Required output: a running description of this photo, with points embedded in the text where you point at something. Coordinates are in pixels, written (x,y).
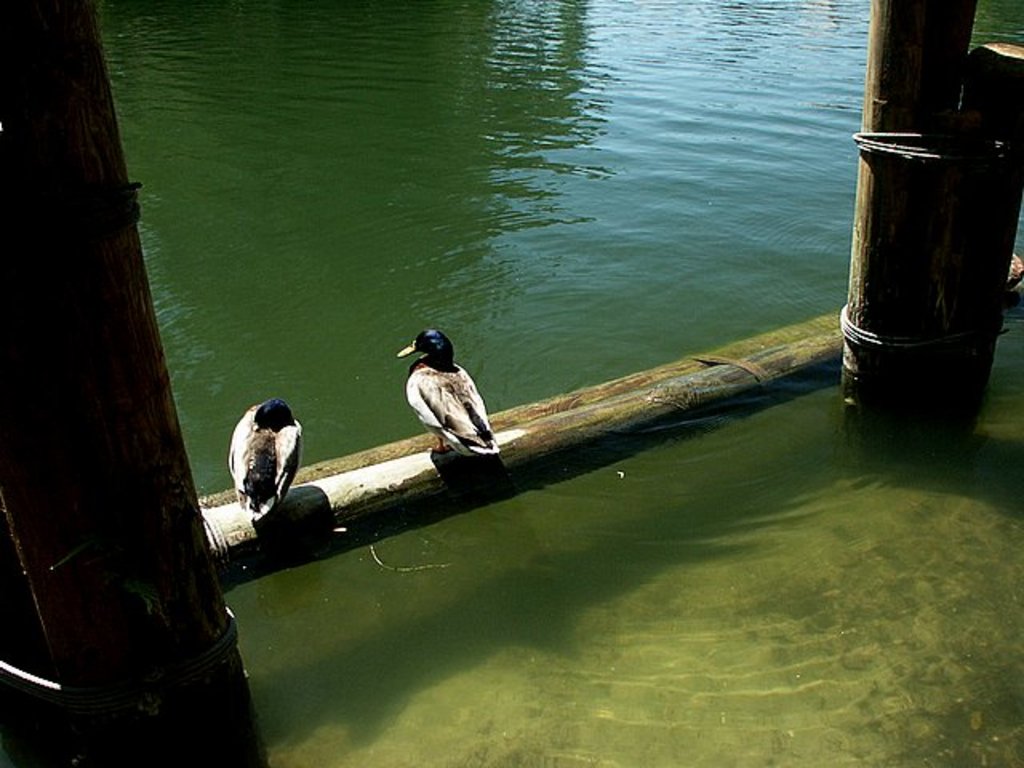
In the image there is water (591,695). There are wooden poles (575,428) in the water (345,385). On the wooden pole (308,528) there are two birds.
